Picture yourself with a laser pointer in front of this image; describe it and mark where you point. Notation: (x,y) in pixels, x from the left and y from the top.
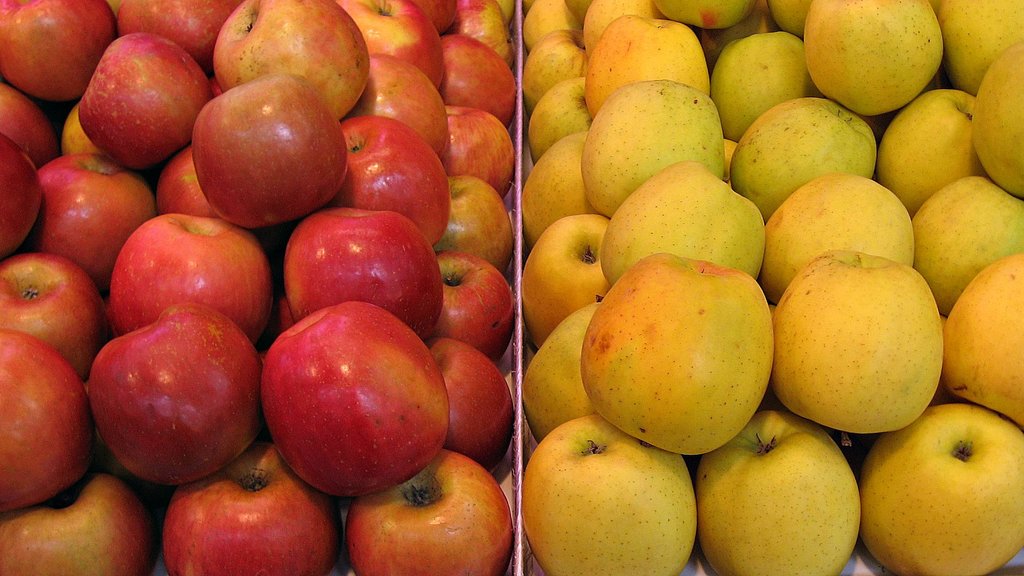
In this image, I can see two types of apples (421,262) kept in a box (519,369). This picture might be taken in a shop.
